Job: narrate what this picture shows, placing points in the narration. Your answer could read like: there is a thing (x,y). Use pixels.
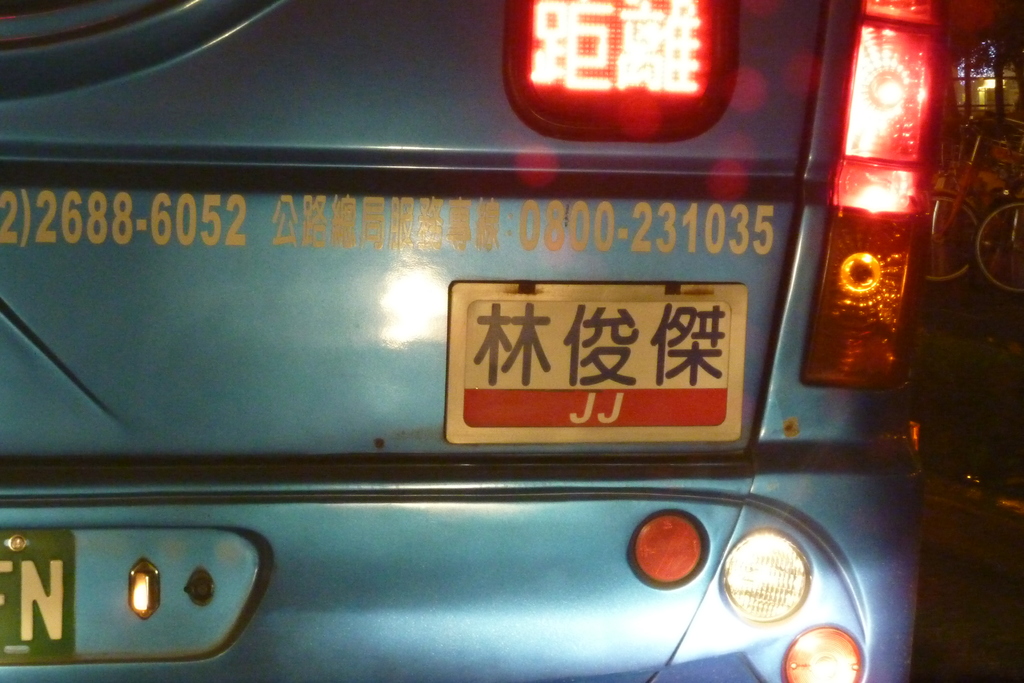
In this picture we can see a close view of the blue car trunk (385,682) and tail lights (861,125). On the right corner (997,251) we can see some cycles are parked.
